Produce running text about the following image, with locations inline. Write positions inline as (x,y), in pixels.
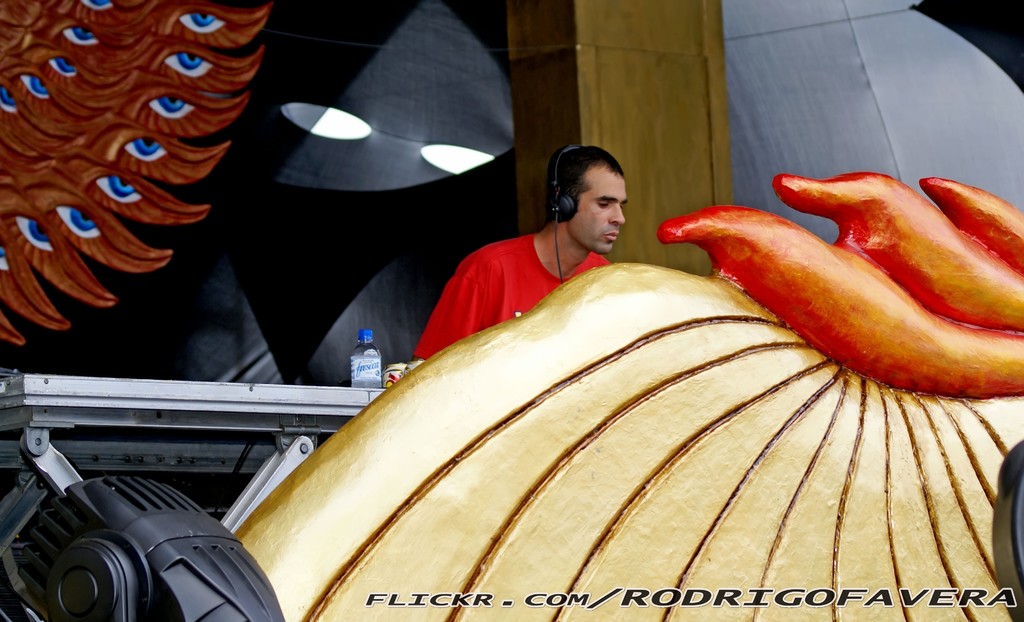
In the image there is some object (462,410) in the foreground (447,514) and behind that there is a man (556,228), he is wearing a headset (563,208) and beside him there is a bottle (354,370) and in the background (530,83) there is a pillar (586,87).
